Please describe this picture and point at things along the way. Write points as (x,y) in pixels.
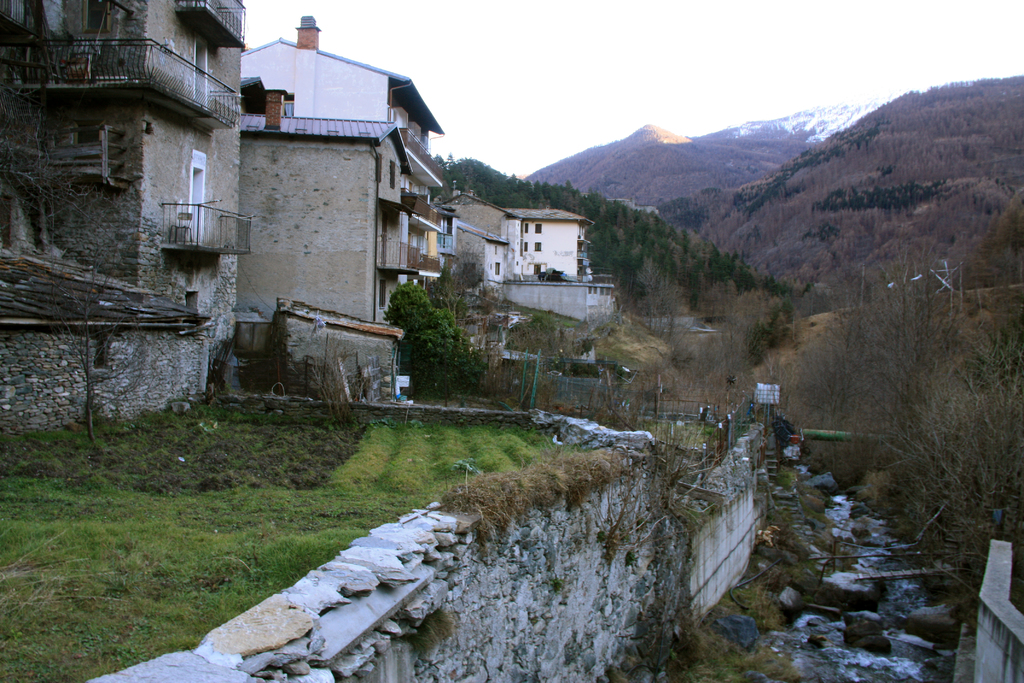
In this picture there are buildings (394,196) on the left side of the image (95,144). On the right side of the image (851,197) there are mountains (725,146) and there are trees (753,147) on the mountains (628,136). At the back (694,222) there are trees (687,209). In the foreground (718,557) there is a wall (713,545). At the top (507,70) there is sky (541,45). At the bottom (851,651) there is water (910,592) and grass (193,514).
